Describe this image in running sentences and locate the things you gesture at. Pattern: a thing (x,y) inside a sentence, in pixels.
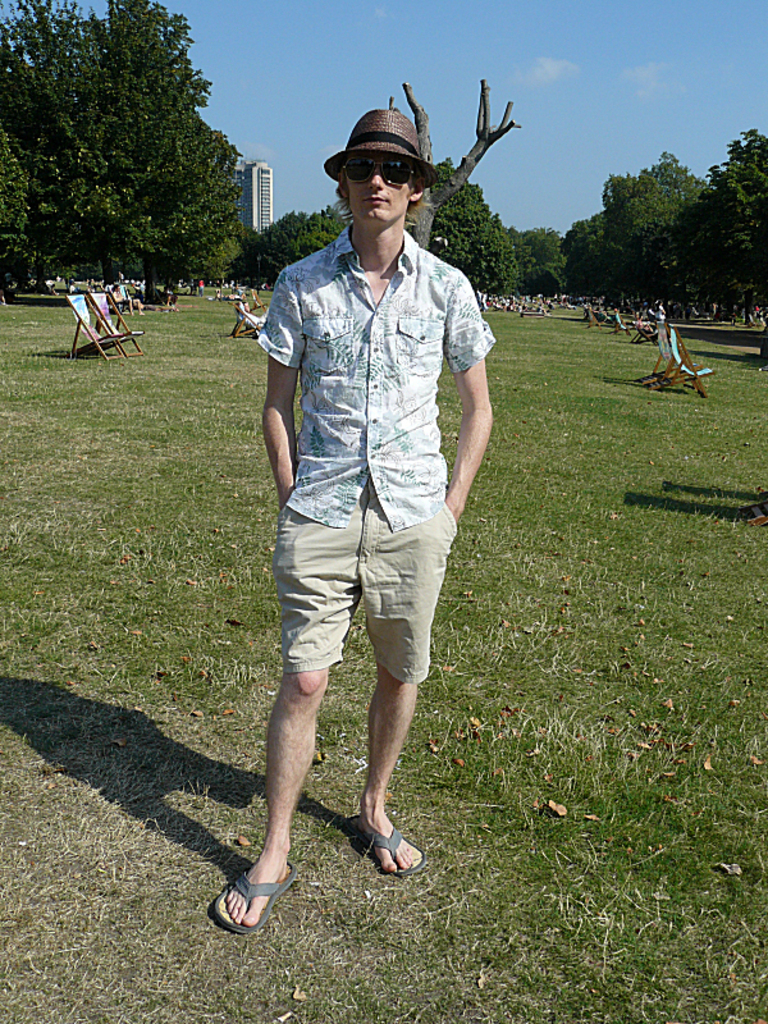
In the image we can see a man (402,492) standing, wearing clothes (377,504), slippers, goggles (390,180) and cap (361,156). Behind him we can see many rest chairs (120,312), trees (645,229), a building (252,214) and the sky (291,146).
